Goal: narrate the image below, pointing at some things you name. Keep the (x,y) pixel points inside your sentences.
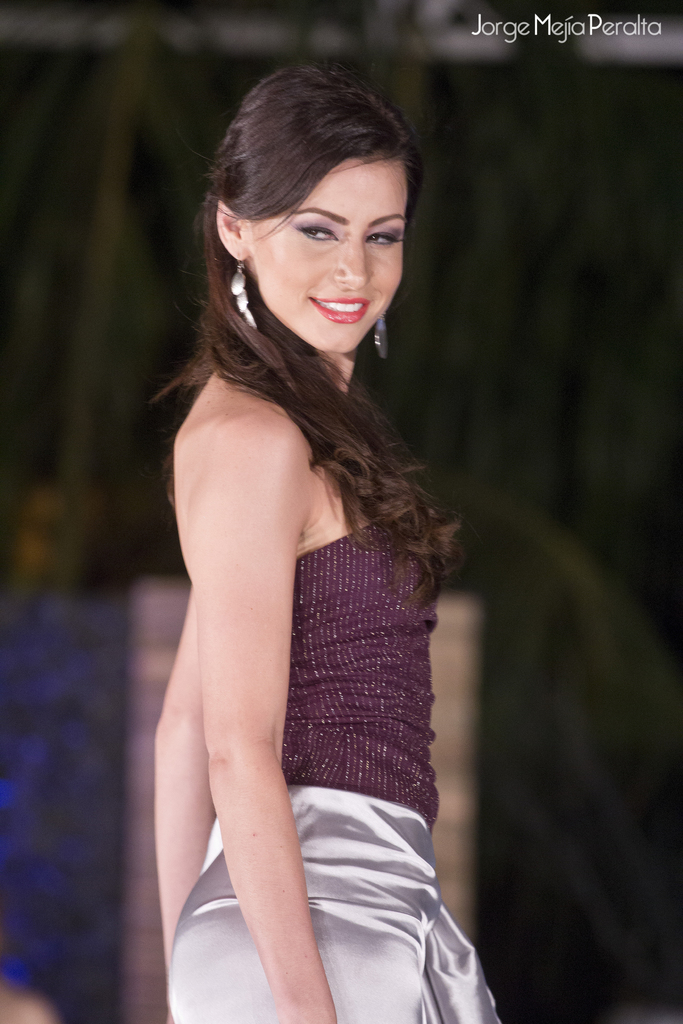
In this picture I can see a woman (180,833) standing in front (278,1004) and I see that, she is wearing maroon and silver color dress (365,775). On the top right corner of this picture (574,18), I can see the watermark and I see that it is blurred in the background (535,452).
